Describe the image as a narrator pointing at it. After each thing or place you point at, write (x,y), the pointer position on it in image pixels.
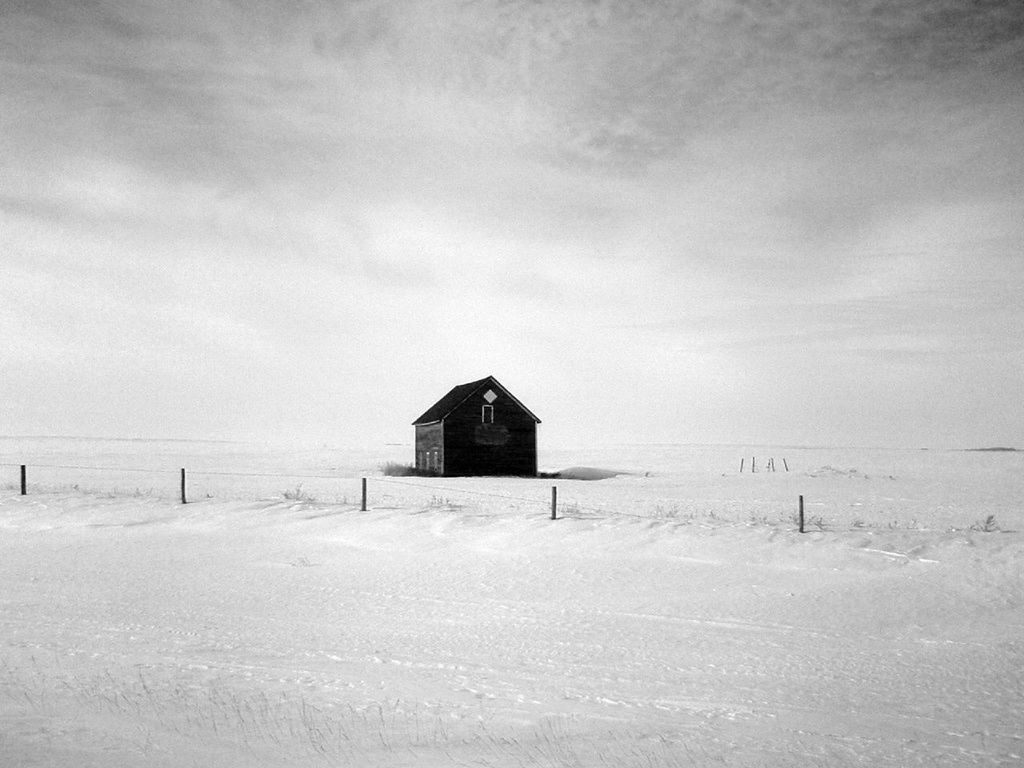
In this image I can see an open ground (450,525) and on it I can see number of poles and a shack (514,420). I can also see this image is black and white in colour.
